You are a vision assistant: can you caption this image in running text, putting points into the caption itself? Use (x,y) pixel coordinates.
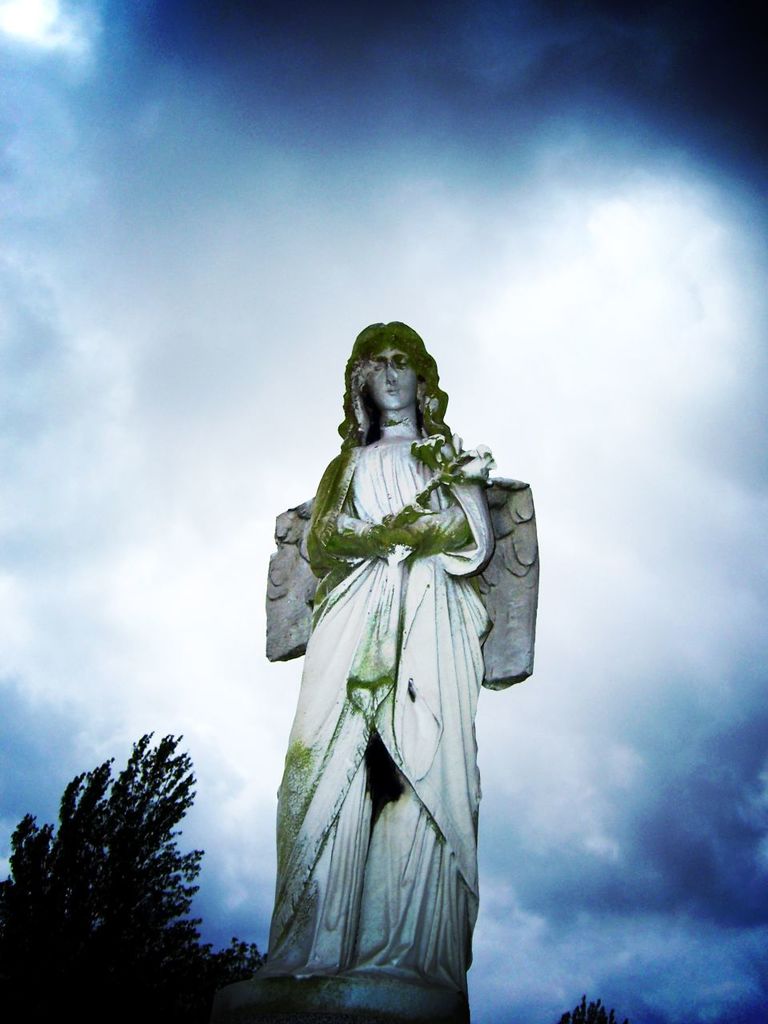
This picture is clicked outside. In the center (387,661) we can see the sculpture (400,540) of a person (410,774) holding some object (445,471) and standing and we can see the trees (90,929) and the sky (188,522) and some other objects (302,1005).
